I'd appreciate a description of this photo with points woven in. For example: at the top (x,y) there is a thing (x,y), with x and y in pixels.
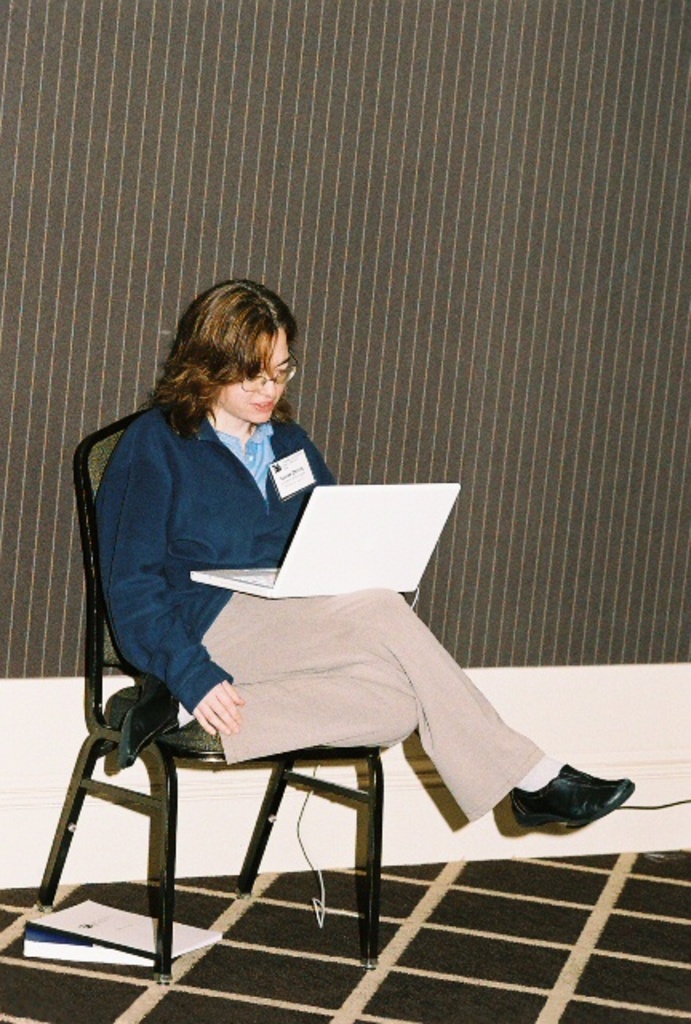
As we can see in the image there is a woman (222,559) sitting on chair (149,774) and holding laptop (316,558).
